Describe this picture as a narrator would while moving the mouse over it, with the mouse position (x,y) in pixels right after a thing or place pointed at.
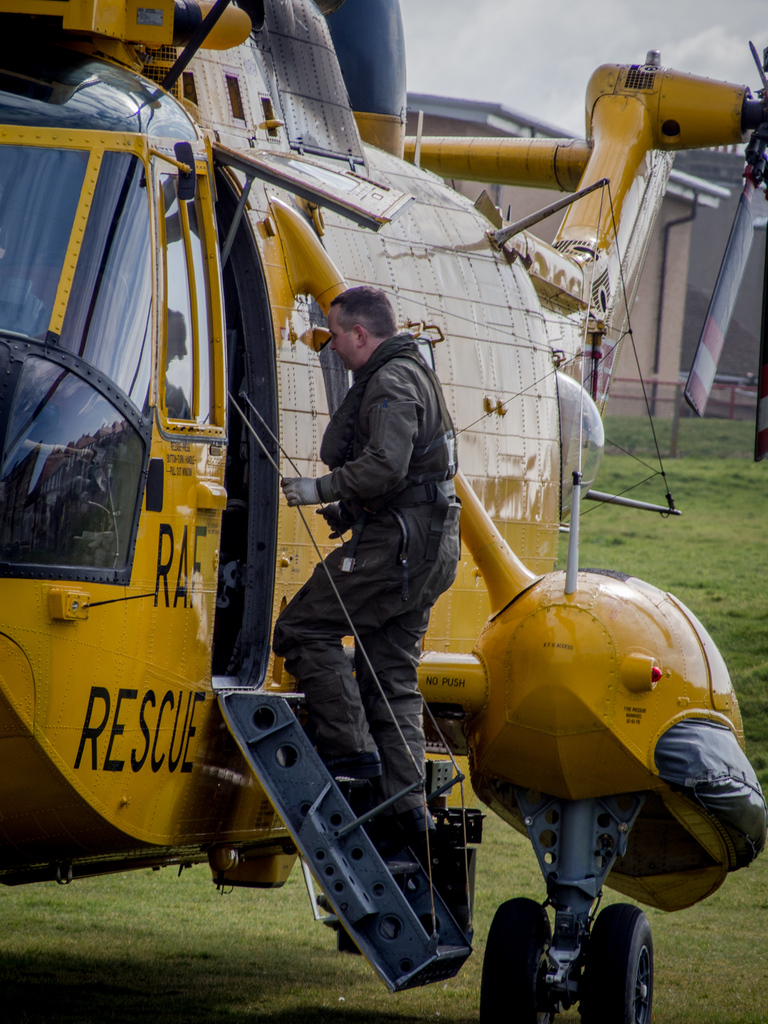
In this image we can see a helicopter (513,374) and there is a man (381,709) standing on the steps (288,695). In the background (626,360) there is a building (640,322), board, grass (717,475) and sky (526,111).
